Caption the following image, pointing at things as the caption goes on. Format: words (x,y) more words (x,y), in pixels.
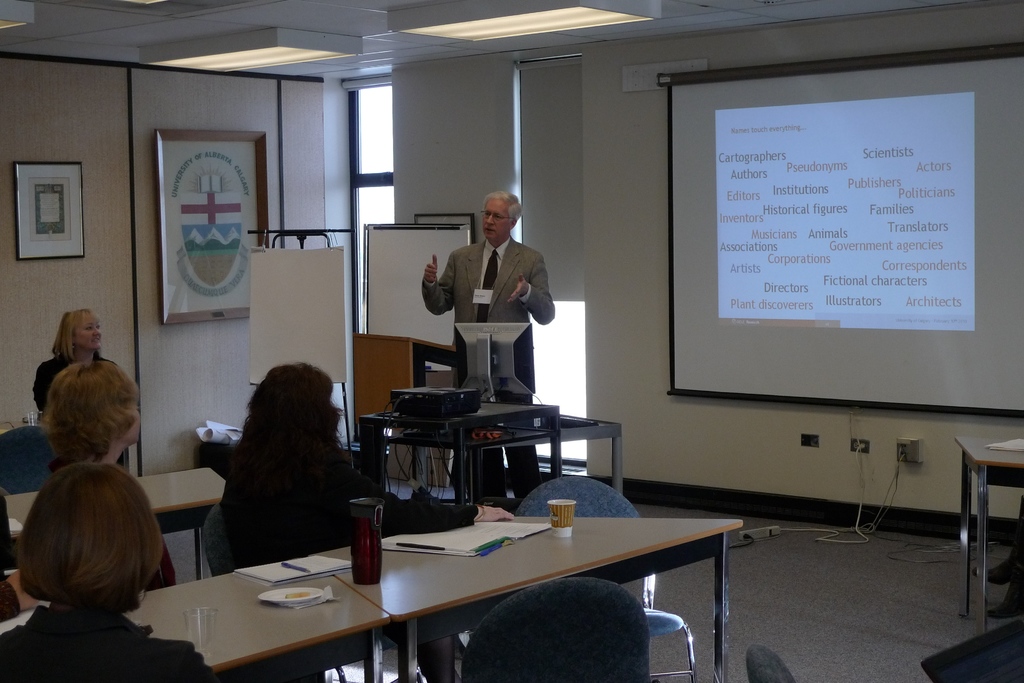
In this image I can see a man (490,285) standing and talking. This is a projector (447,405) placed on a table (503,424). It is a foldable projector screen (821,321). There are persons (81,406) sitting on the chairs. This is table (599,557). On this table (538,561) I can see a tumbler (563,528), pen (433,546), paper (467,536), bottle (367,549), plate (292,600) and some other objects (308,600) on it. This is a photo frame (193,214) which is attached to wall (138,193). This is a ceiling light (426,33) attached to the rooftop (362,24). This is a monitor (500,367) and podium (407,350). At the right corner of the image (969,473) I can see another table (998,475) with some object (1005,442) on it. these are sockets (862,449) where cables (899,461) are connected.
